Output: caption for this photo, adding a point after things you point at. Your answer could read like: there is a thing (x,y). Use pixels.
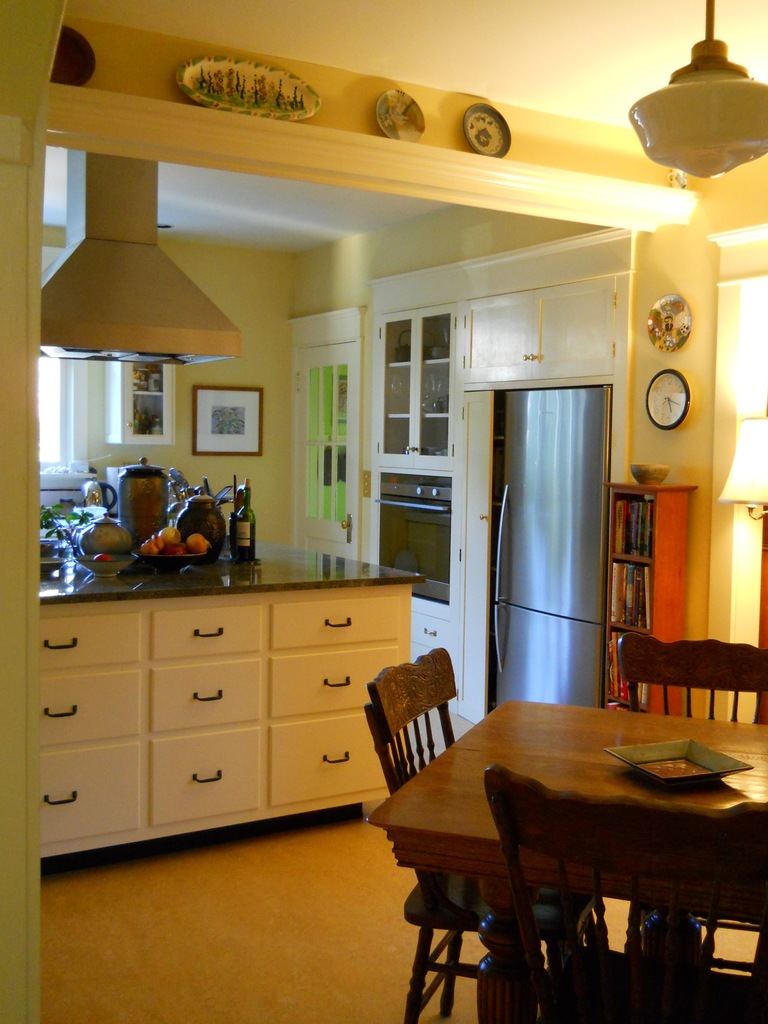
In this image I can see a table (490,938), chairs (545,907), door (328,359), books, kitchen cabinet (301,634) on which I can see fruits (171,538), vegetables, bottles (246,559) and so on. In the background (271,386) I can see a wall (282,530), window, photo frame (257,390), chimney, clock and lights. This image is taken may be in a room (390,882).
